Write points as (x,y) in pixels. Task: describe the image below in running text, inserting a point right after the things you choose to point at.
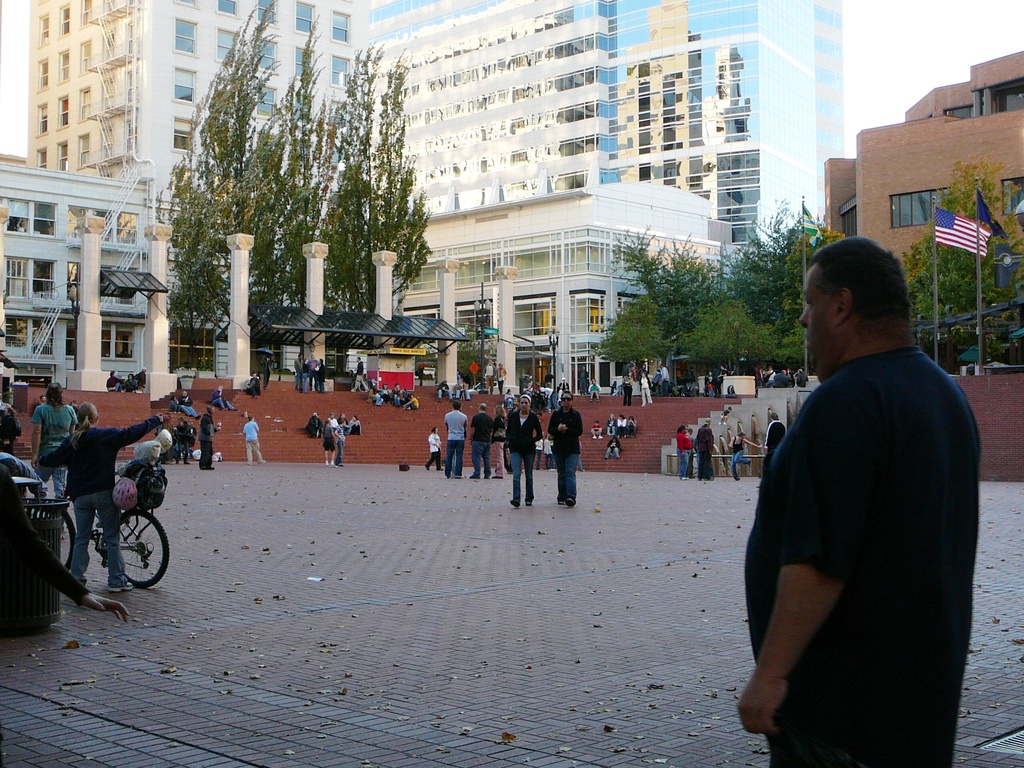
In this picture we can see a group of people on the ground (562,596), some people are standing, some people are sitting, here we can see a bicycle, dustbin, flags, pillars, buildings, trees (730,297), electric poles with lights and some objects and we can see sky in the background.
